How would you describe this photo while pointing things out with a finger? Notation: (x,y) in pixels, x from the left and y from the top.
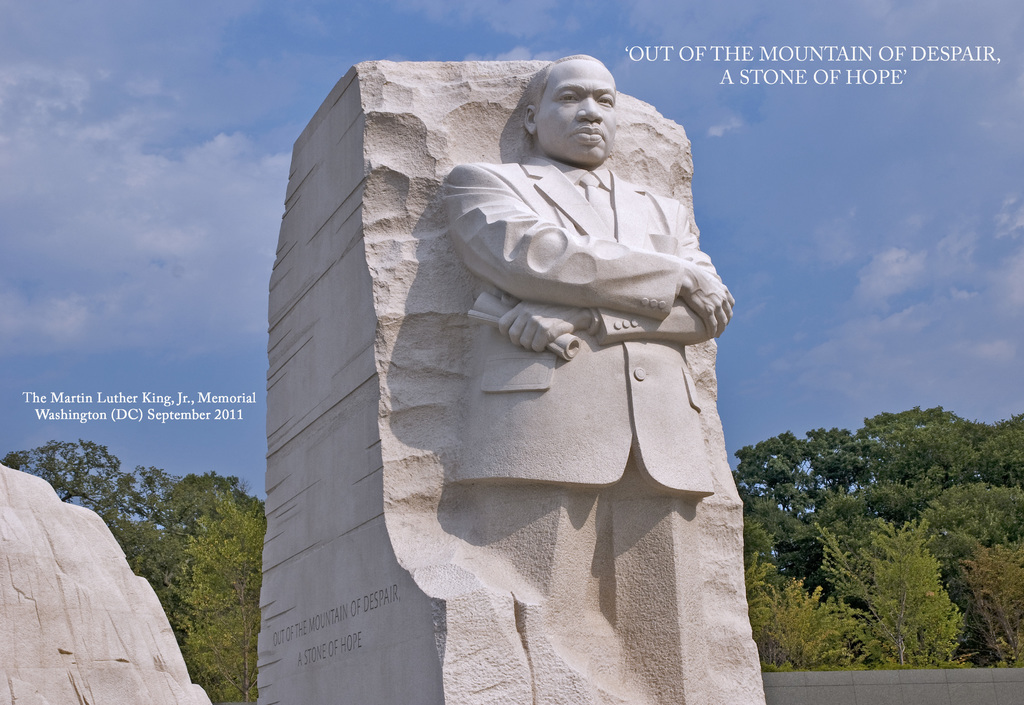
In this image in the front (592,297) there is a statue (608,351). In the background (135,518) there are trees (950,521) and on the left side (40,606) there is a stone (85,578) and the sky (160,172) is cloudy and there is some text (187,414) written on the image and in the front (336,638) on the wall (336,630) there is some text (395,595) written on it.
